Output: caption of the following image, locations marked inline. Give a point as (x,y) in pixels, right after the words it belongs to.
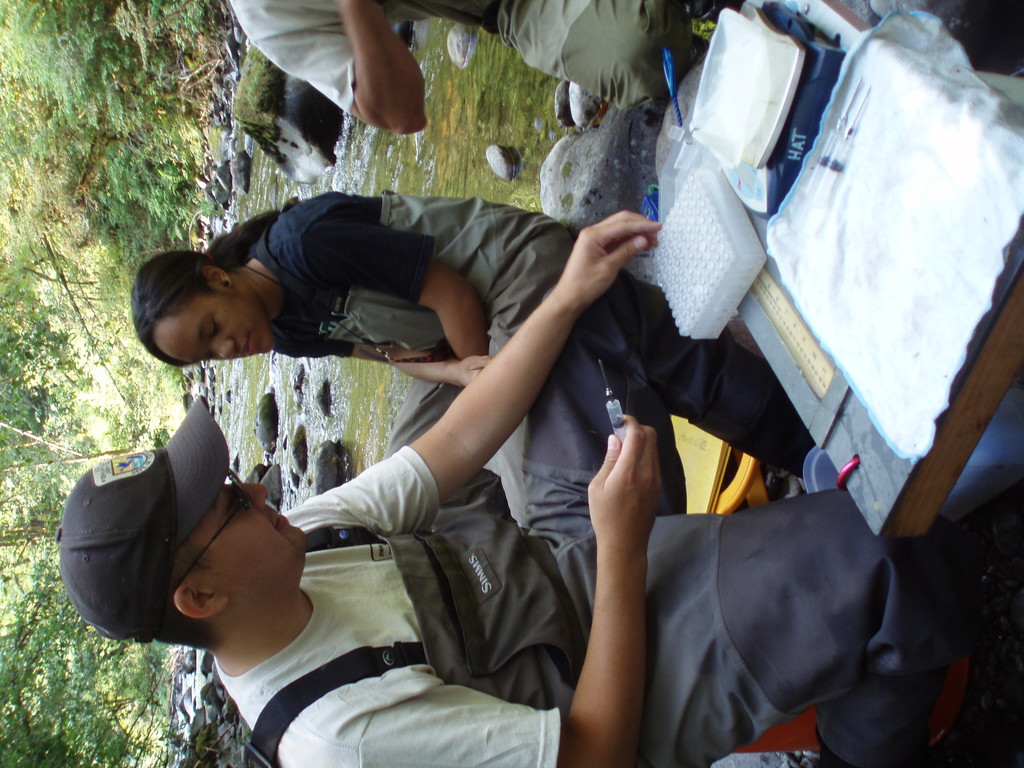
In this image I can see three people (361,354) with different color dresses (361,582) and aprons (407,664). I can see one person (125,525) wearing the cap (126,507). There is a table (874,500) in-front of these people (816,502). I can see many objects (760,150) on the table (757,335). I can also see the person (603,471) holding the injection (620,424). In the background (250,449) I can see the water (252,383), rocks (295,103) and the trees (36,377).
